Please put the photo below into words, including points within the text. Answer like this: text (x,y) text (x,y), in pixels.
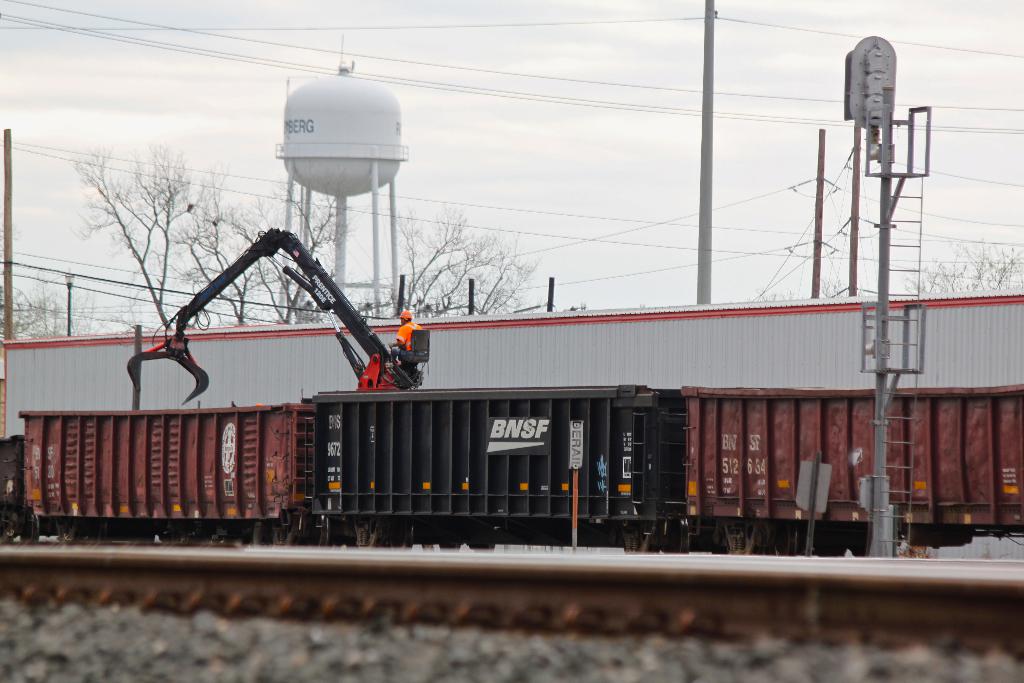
In the foreground (554,504) I can see a train (536,499) on the track (491,568), light poles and a person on a crane (379,342). In the background (439,374) I can see a platform (439,358), trees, tank (389,179), wires (501,92) and the sky (523,185). This image is taken may be during a day.
